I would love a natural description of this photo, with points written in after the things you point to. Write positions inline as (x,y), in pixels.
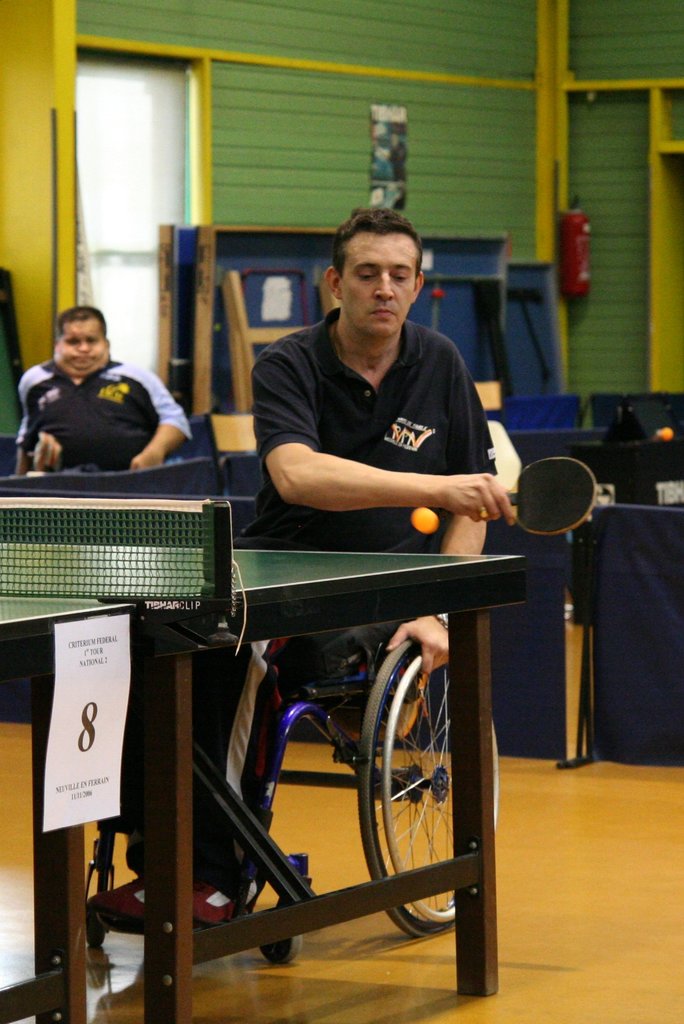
There is a man (316,530) sitting on chair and holding a bat (516,504) and playing table tennis and we can see poster (124,678) attached on table tennis (184,608) and ball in the air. In the background (137,391) there is a man (110,424) sitting and we can see poster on a wall (356,116), glass (137,95), fire extinguisher (565,266) and objects (623,472).
